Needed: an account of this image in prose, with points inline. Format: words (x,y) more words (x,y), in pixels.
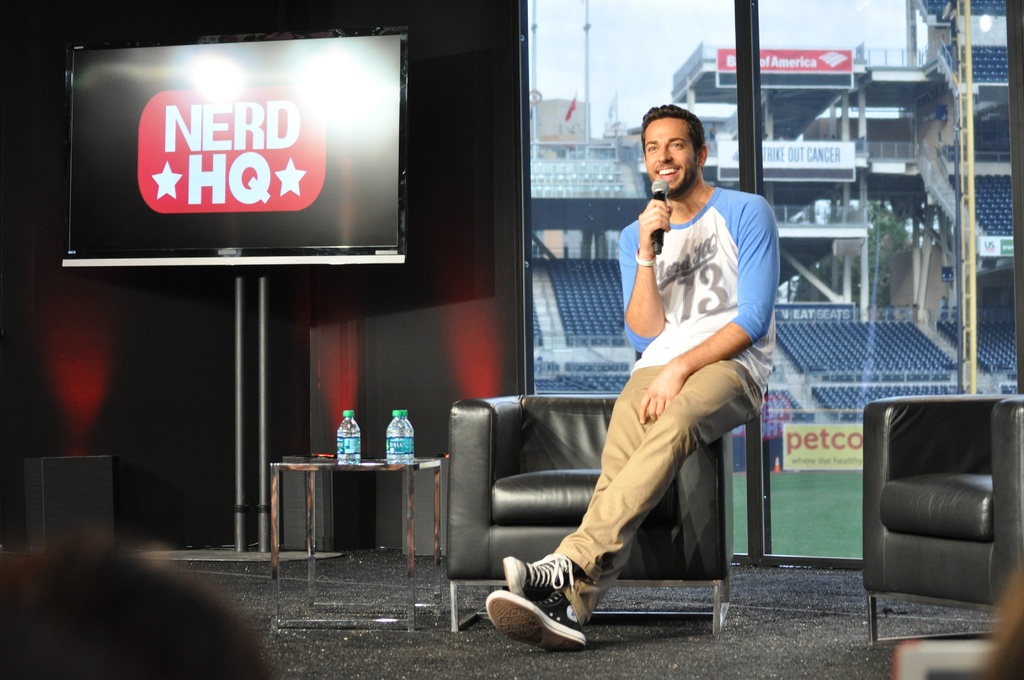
In this image we can see a man (641,490) sitting on the couch handle (685,474) by holding a mic (658,186) in the hands (644,223), disposable bottles (405,449) on the side table (377,461), display screen (317,211), empty stadium (847,277), staircases (933,183), railings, metal rods (958,216) and sky (650,24).
